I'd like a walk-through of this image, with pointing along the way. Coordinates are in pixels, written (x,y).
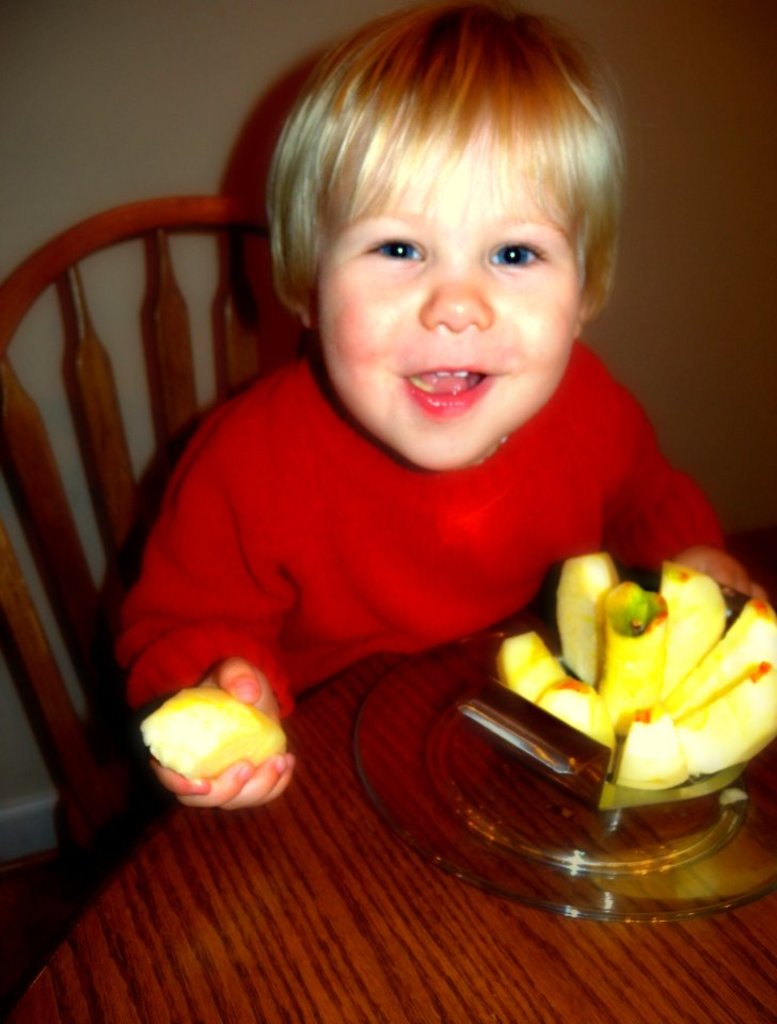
This image consists of a kid (343,534) wearing a red dress (444,607). In front of him, there are fruits (526,672) on the table (252,885). In the background (45,422), there is a chair (14,411) and a wall (112,126).
